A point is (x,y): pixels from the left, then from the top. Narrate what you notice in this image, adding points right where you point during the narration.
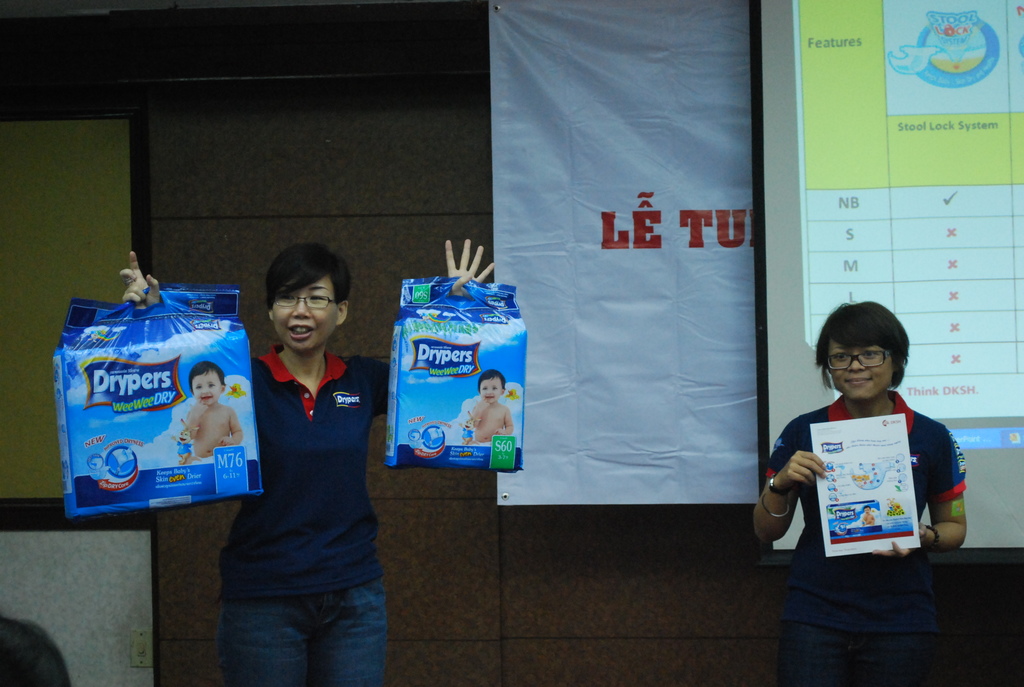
In this image we can see a woman (328,373) wearing the glasses (297,296) and holding the drypers packets (191,386) and standing. On the right (840,473) there is a woman (887,590) holding the poster (862,467) and standing. In the background (377,137) we can see the wall (386,134), banner (555,180) and also the display screen (851,257).
